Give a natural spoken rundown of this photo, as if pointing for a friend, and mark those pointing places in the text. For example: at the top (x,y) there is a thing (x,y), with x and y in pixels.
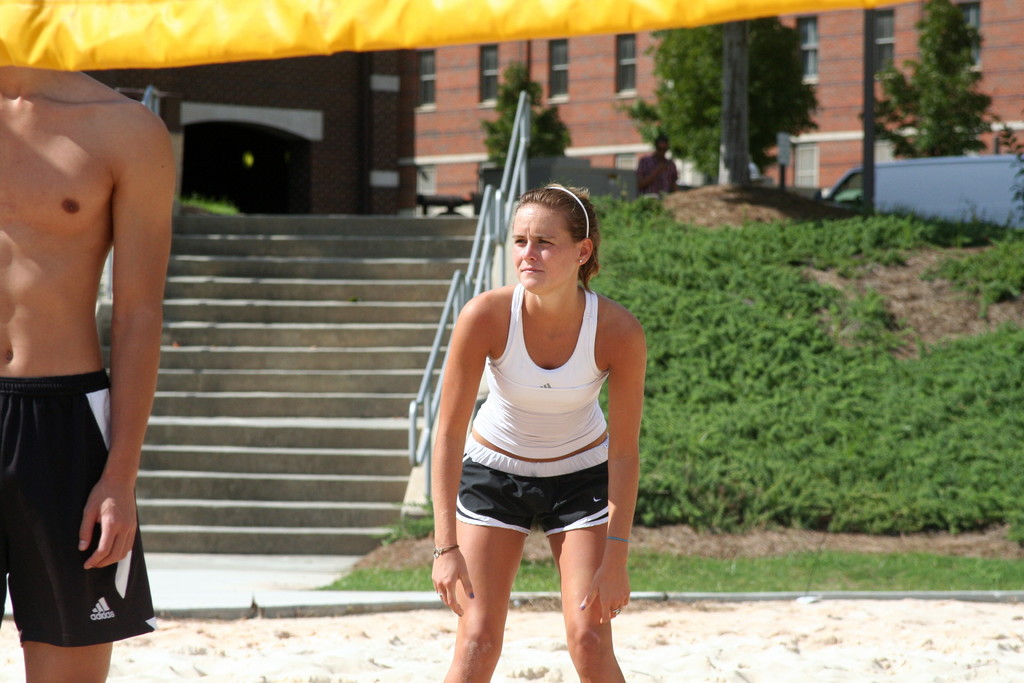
At the bottom of the image (699,635) we can see sand (681,639). In the middle of the image (570,407) few people (56,146) are standing. Behind them we can see some trees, vehicles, fencing (487,212), steps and grass (612,224). At the top of the image (1015,115) we can see some buildings (598,142).
